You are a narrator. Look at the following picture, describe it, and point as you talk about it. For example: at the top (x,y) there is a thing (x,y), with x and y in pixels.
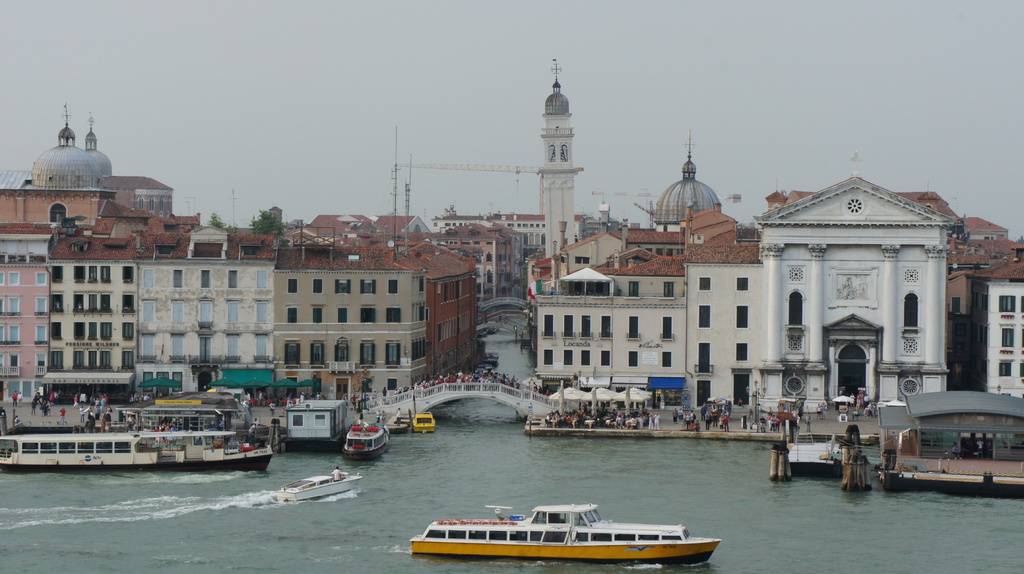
In this picture we can see ships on water (681,495) and in the background (693,391) we can see buildings (792,386), sky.
